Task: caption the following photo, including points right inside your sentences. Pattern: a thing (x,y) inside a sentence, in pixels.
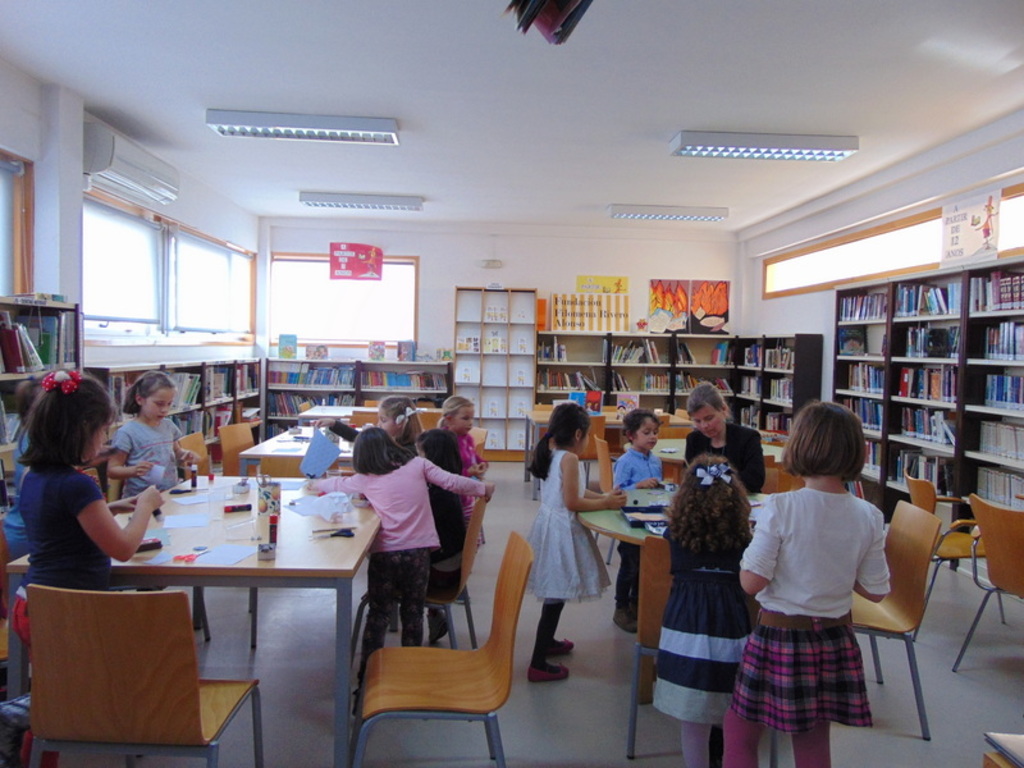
At the top (601,70) we can see ceiling (600,86) and lights (723,148). This is picture of library (616,344) where we can see all the books (767,359) arranged in a sequence manner in a rack (505,409). Here we can see few girls (584,538) standing in front of a table (258,540) And on the table (309,545) we can see papers (224,550). This is a floor (892,707).
